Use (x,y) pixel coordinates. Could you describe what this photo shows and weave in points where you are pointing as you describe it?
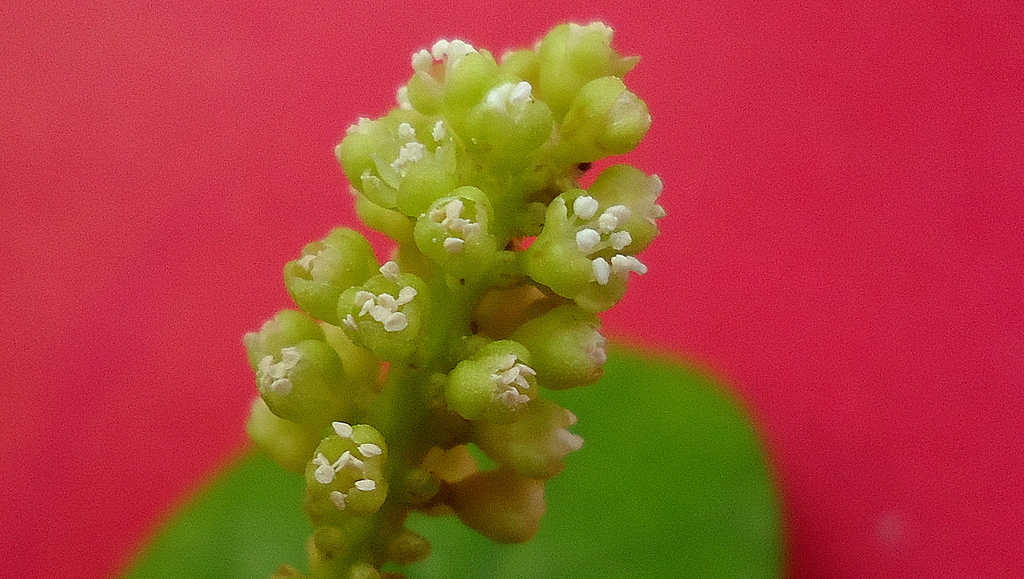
In this picture i can see a plant (442,419). The background (806,389) is red in color.
